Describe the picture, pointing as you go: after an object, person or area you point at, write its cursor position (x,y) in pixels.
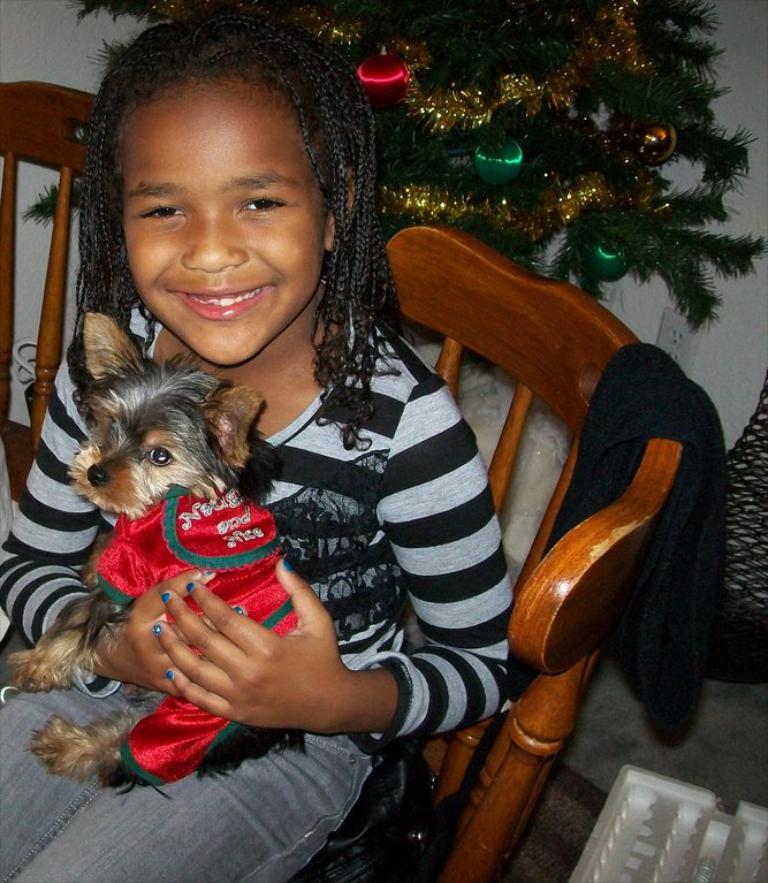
In the picture we can see a kid (366,490) holding puppy (175,476) in her hands (161,666) sitting on a chair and in the background (440,170) there is a plant (528,150) which is decorated with balls (390,99) and ribbon (588,52), there is a wall (742,366).
